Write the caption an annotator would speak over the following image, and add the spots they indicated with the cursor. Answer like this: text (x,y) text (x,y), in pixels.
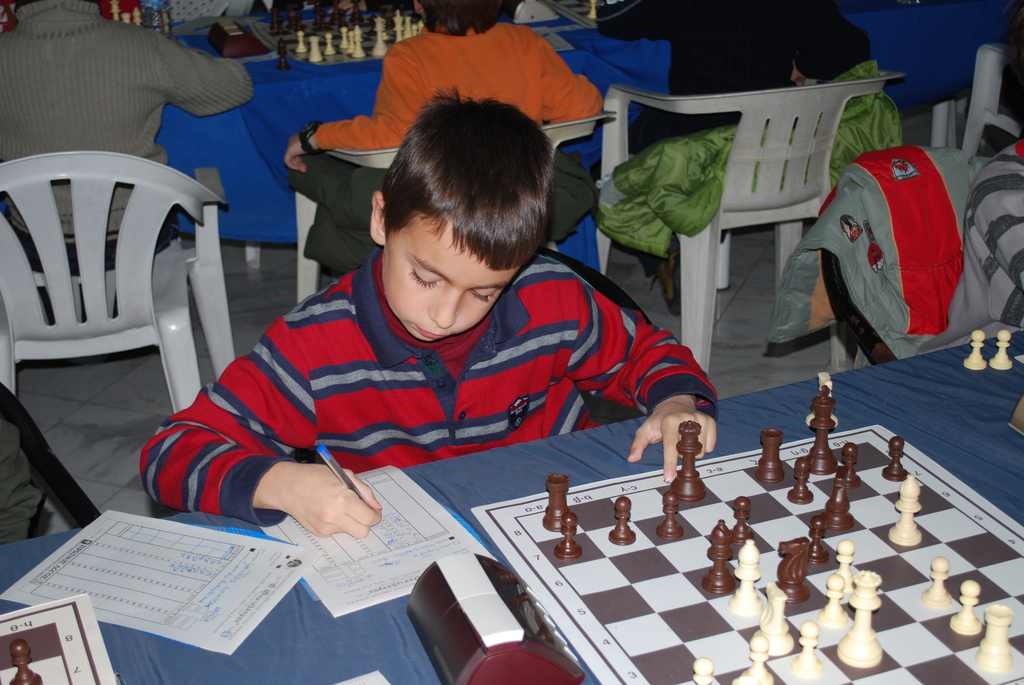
In this picture there is a boy (433,363) sitting in the chair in front of a table (591,466) on which a chess board (674,568) and coins (801,595) were placed. He is writing something on the paper (367,554) with pen (320,452). Behind him there are some people (40,98) sitting in front of a tables (342,63) in their respective chairs (635,98).
